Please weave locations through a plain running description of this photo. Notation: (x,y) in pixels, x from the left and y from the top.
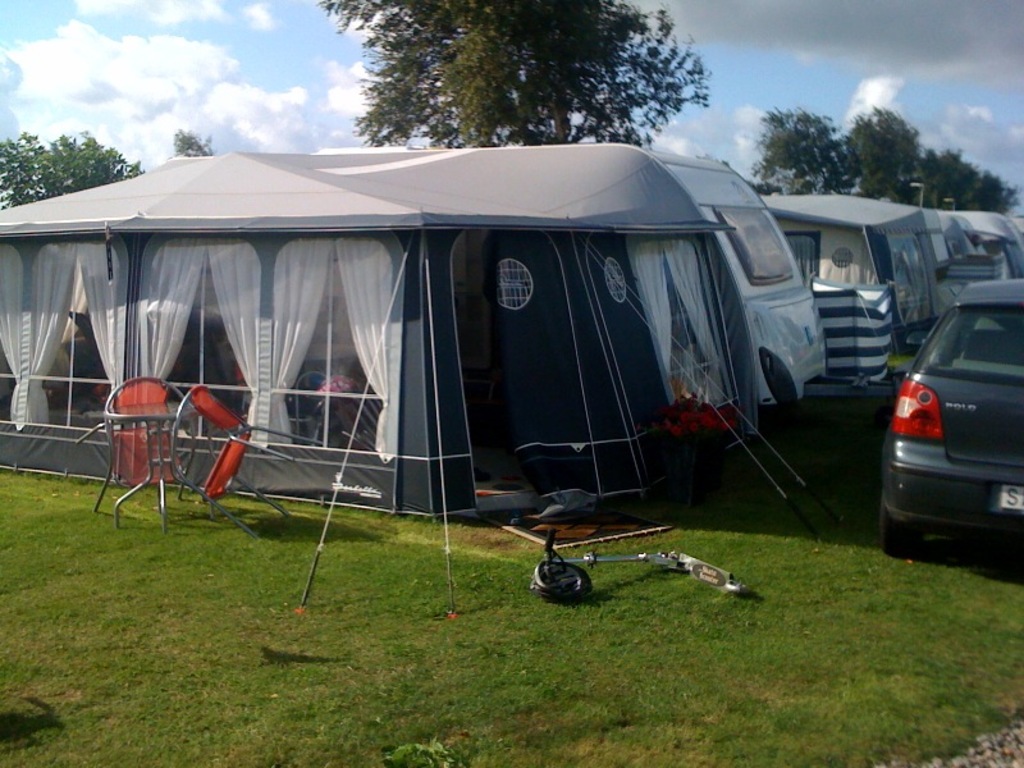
Here in this picture we can see tents (179,202) and caravans (940,248) and cars (947,396) present all over there on the ground (695,532), which is covered with grass (171,508) over there and we can see chairs (146,455) and curtains (161,364) also visible over there and behind that we can see trees (584,134) present all over there and we can see clouds (877,84) in the sky (728,83).
